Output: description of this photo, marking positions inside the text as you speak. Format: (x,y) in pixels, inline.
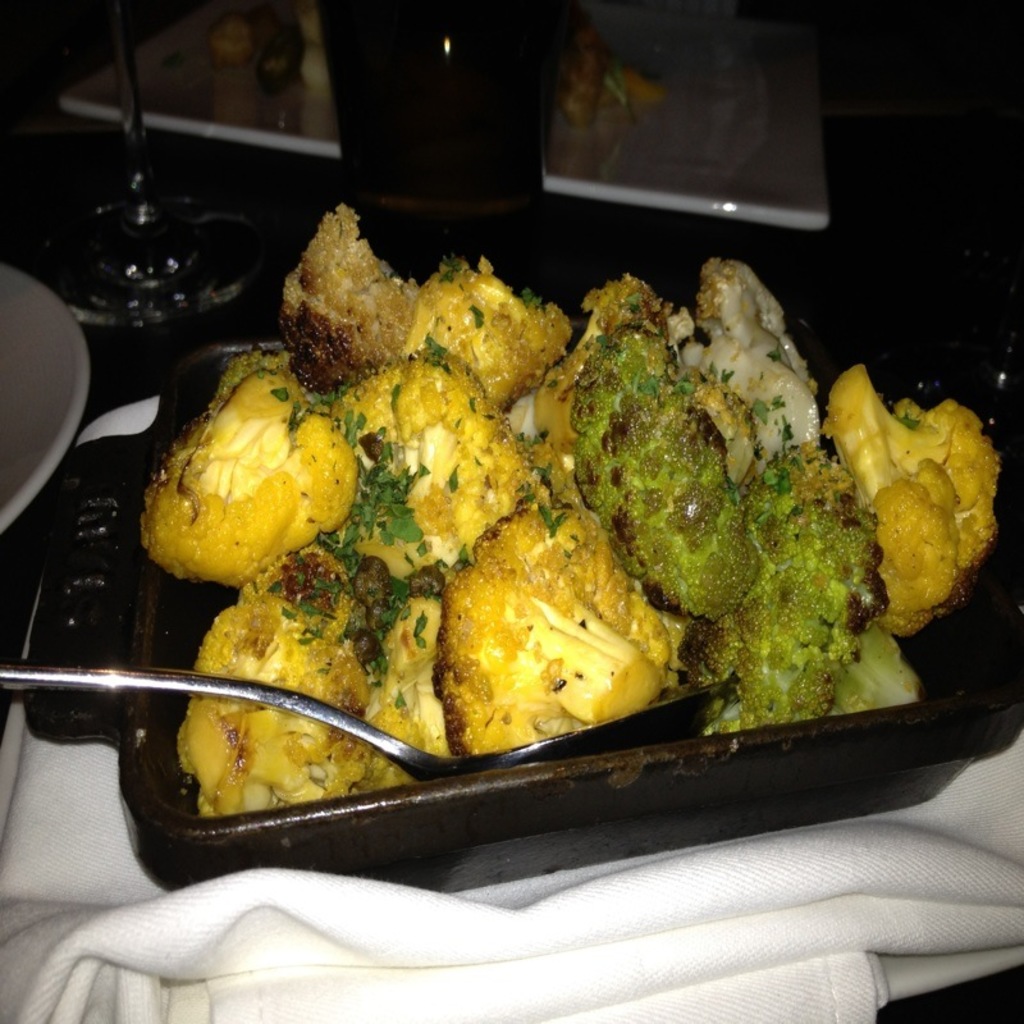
In this image I can see the black colored table (877,327) and on it I can see a black colored tray (539,815). In the tray (571,829) I can see food item (525,664) which is cream, brown and green in color and a spoon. I can see a glass (185,302), a plate (193,58) and few other objects (433,142) on the table (869,133).
